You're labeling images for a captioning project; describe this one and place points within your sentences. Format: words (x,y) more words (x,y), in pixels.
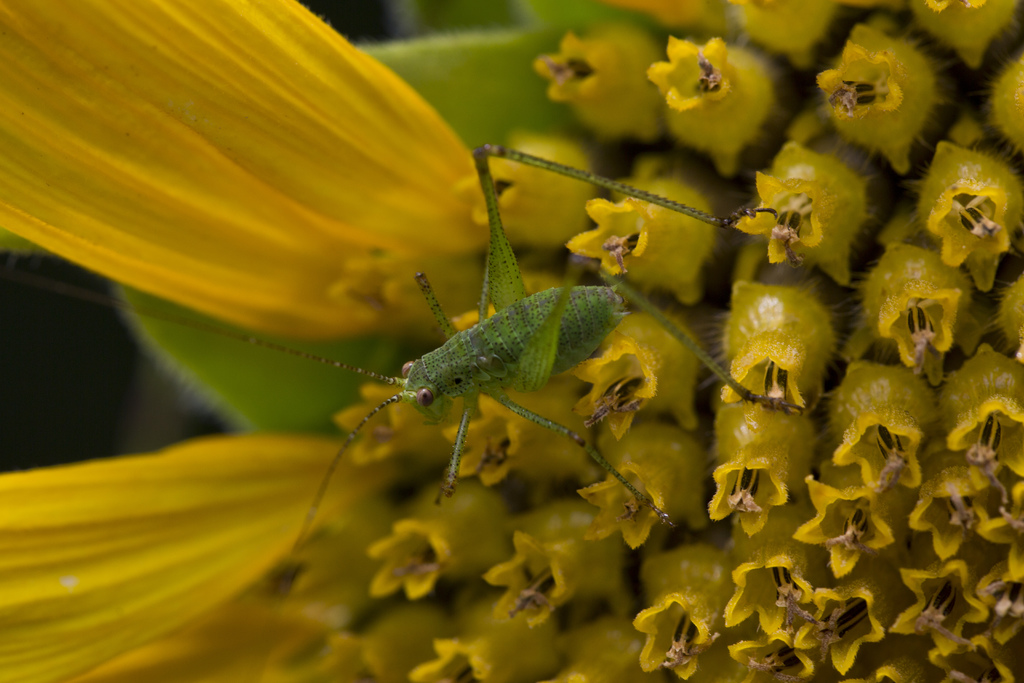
In this image I can see an insect (554,369) and green color things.
